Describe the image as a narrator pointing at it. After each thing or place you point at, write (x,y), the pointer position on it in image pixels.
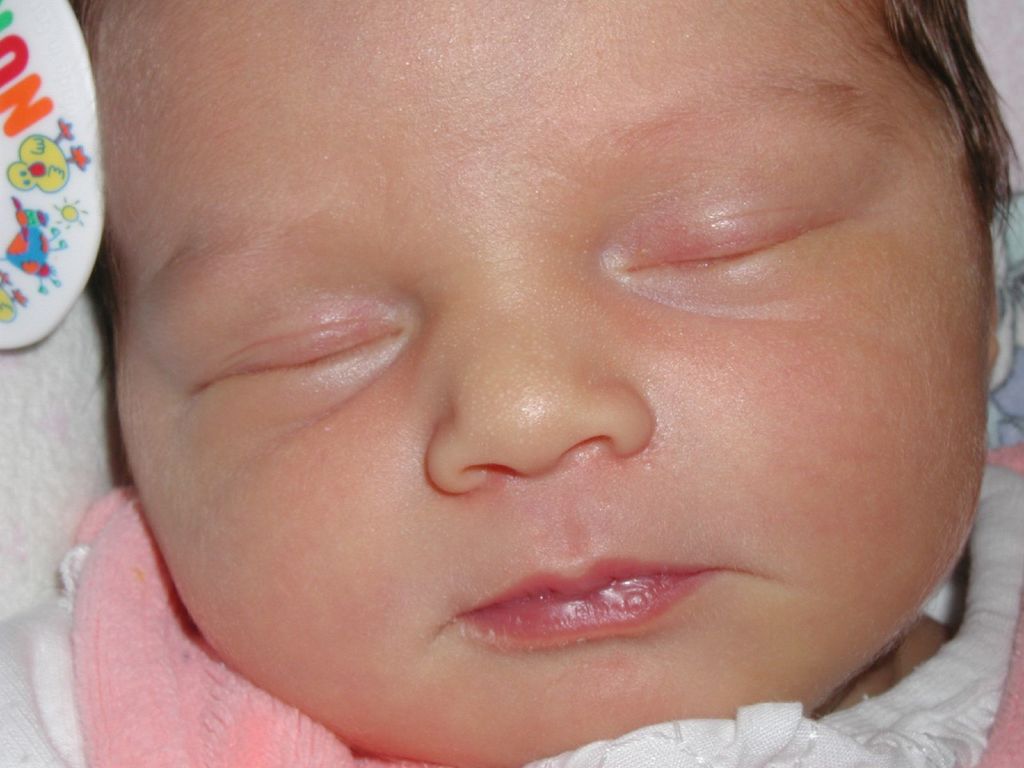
In this image there is a baby (245,436) sleeping.
